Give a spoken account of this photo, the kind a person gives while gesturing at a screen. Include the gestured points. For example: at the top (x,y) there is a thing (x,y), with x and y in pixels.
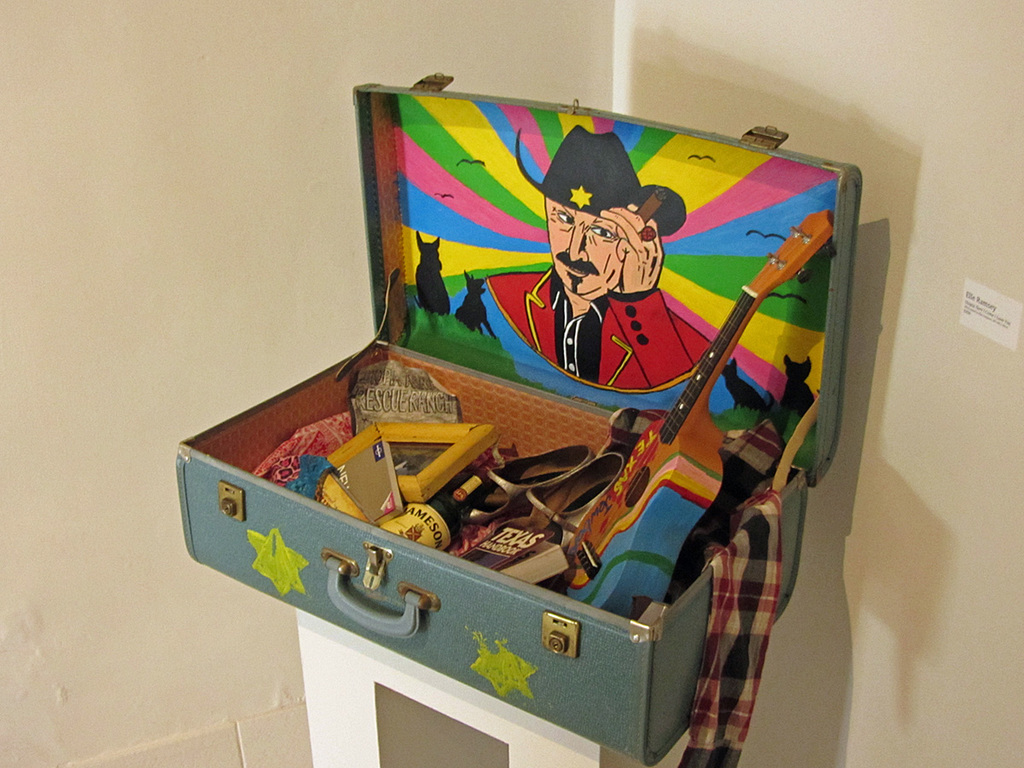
In this picture we can see a box (390,270) placed on the table (323,631), in it we can see some objects (551,491) along with guitar (641,468).
